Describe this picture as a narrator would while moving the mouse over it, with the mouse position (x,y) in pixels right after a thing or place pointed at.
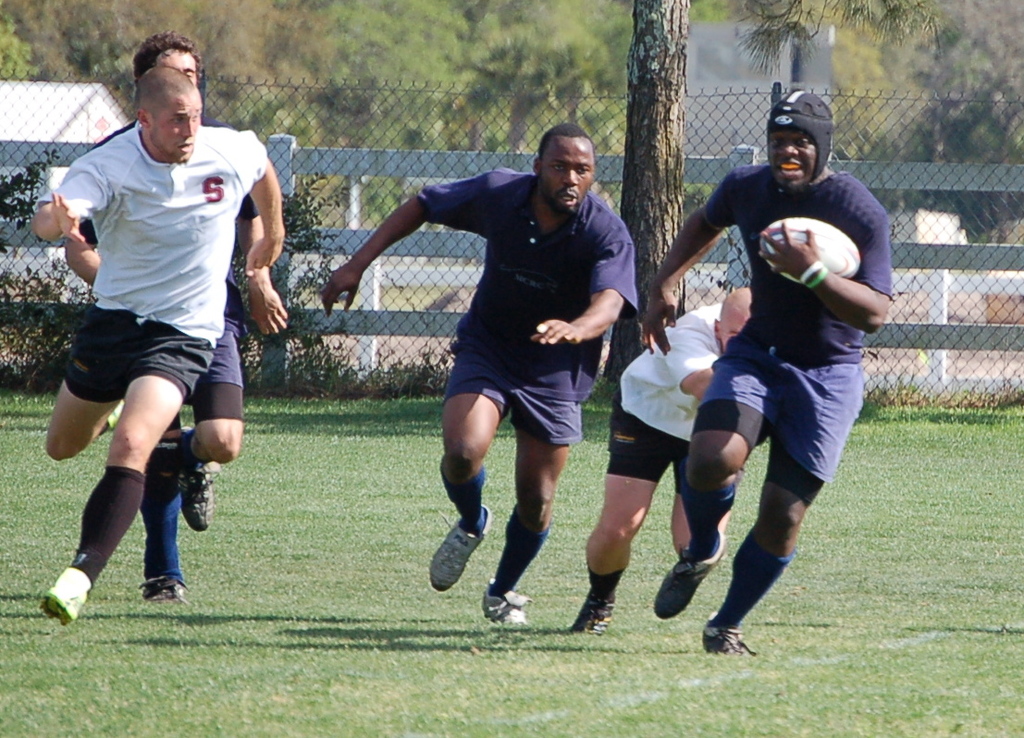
This image there is a playground (294,544) visible. And there is fence (329,152) and there are some trees (351,45) visible and there are some players (766,266) playing a ball (842,235) and they are running.
